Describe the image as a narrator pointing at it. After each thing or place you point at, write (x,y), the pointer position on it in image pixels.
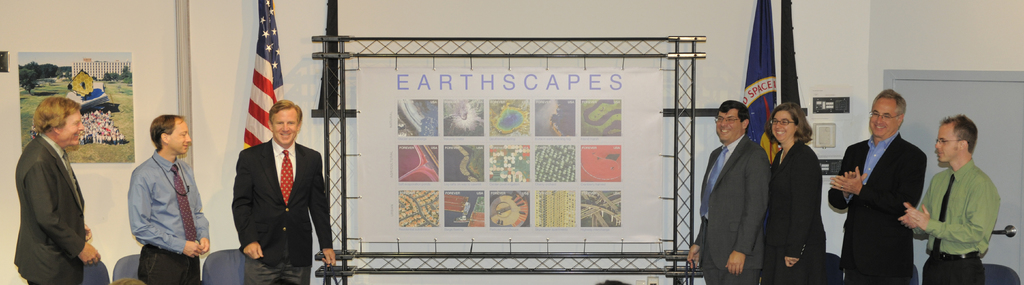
There is a white color banner (519,133) which has earthscapes (526,88) and few pictures (553,160) on it and there are few persons (842,206) standing on either sides of it.
